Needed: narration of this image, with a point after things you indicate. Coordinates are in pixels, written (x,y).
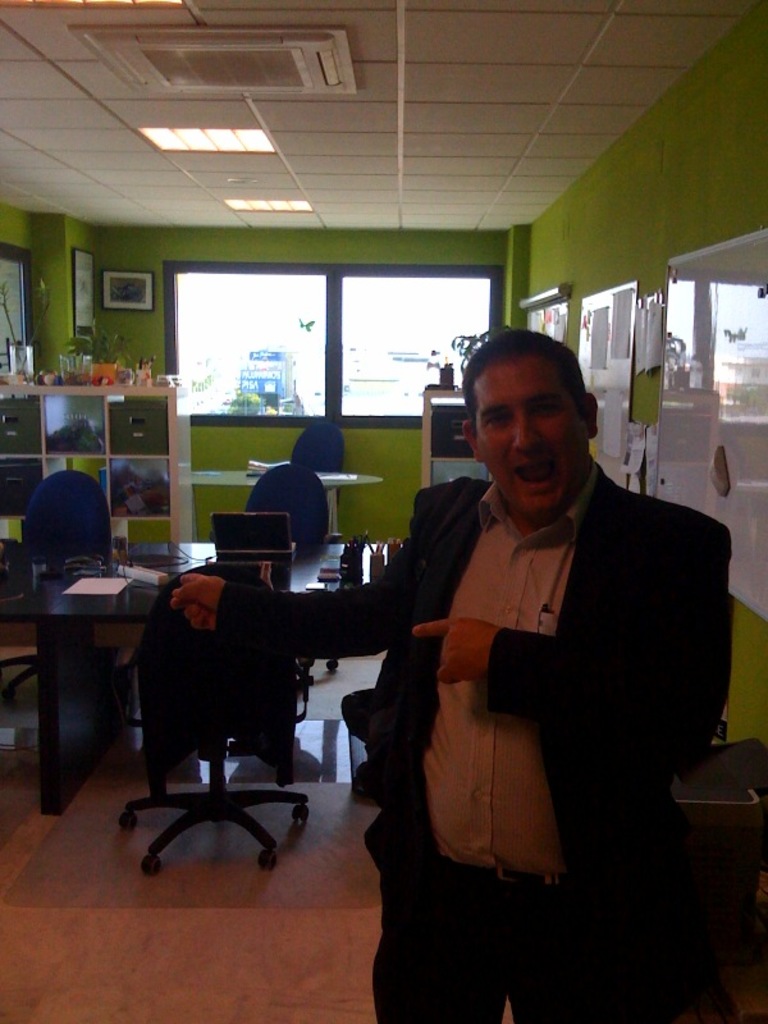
This picture is clicked inside the room (335,928). In front of the picture, we see a man (419,587) in black blazer (397,632) is showing something behind him and he is talking something. Behind him, we see a table (296,565) on which paper (114,584), cables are placed. Next to it, we see a cupboard (133,437) and behind that, we see windows (301,289) and a wall (532,236) which is green in color. On the right of picture (683,369), we see a board (687,357) which is white in color.
